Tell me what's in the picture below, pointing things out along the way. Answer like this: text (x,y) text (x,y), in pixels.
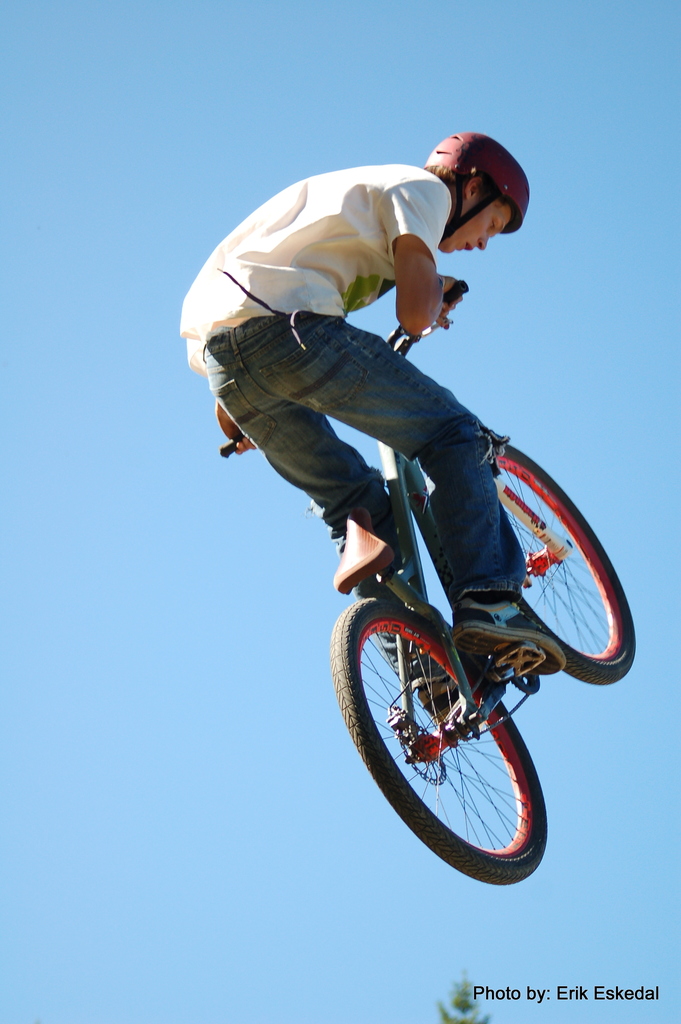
In this image In the middle (387,388) there is a man (331,322) he wear t shirt (322,299), trouser (456,517) and shoes (505,601) he is riding bicycle (546,552). In the background (464,125) there is a sky (279,133).
